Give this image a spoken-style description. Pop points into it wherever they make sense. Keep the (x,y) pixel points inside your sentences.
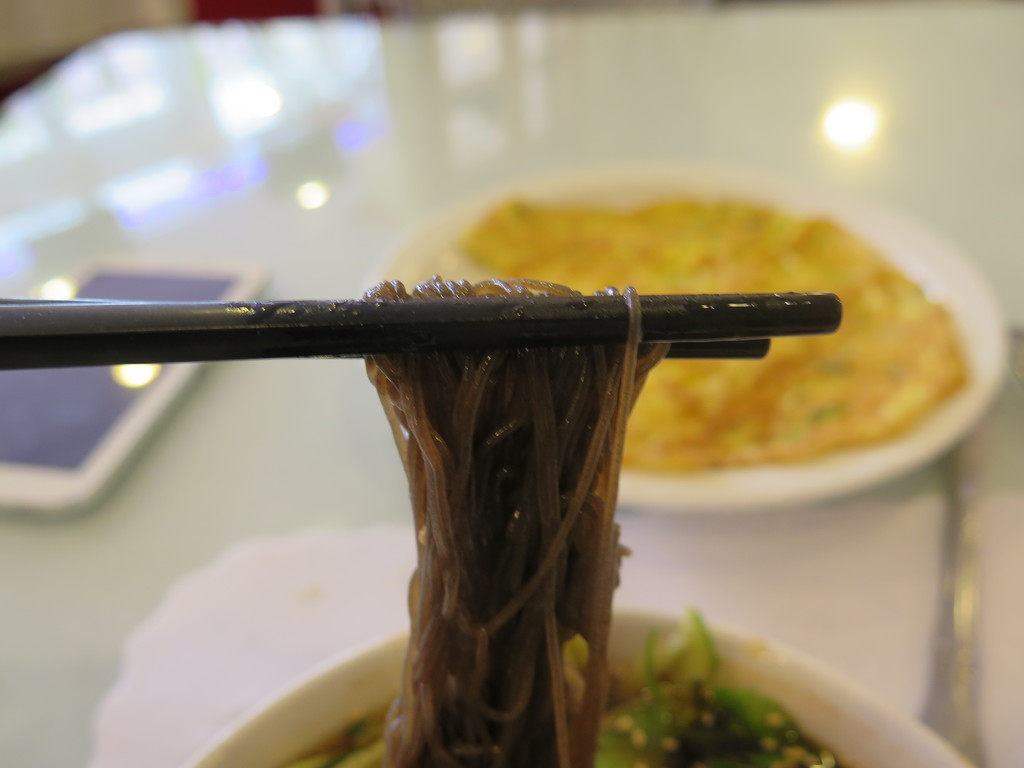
As we can see in the image there is a table (266,117). On table (308,113) there is a plate (939,406), mobile (120,393), chopstick (162,326) and fast food (564,541).
